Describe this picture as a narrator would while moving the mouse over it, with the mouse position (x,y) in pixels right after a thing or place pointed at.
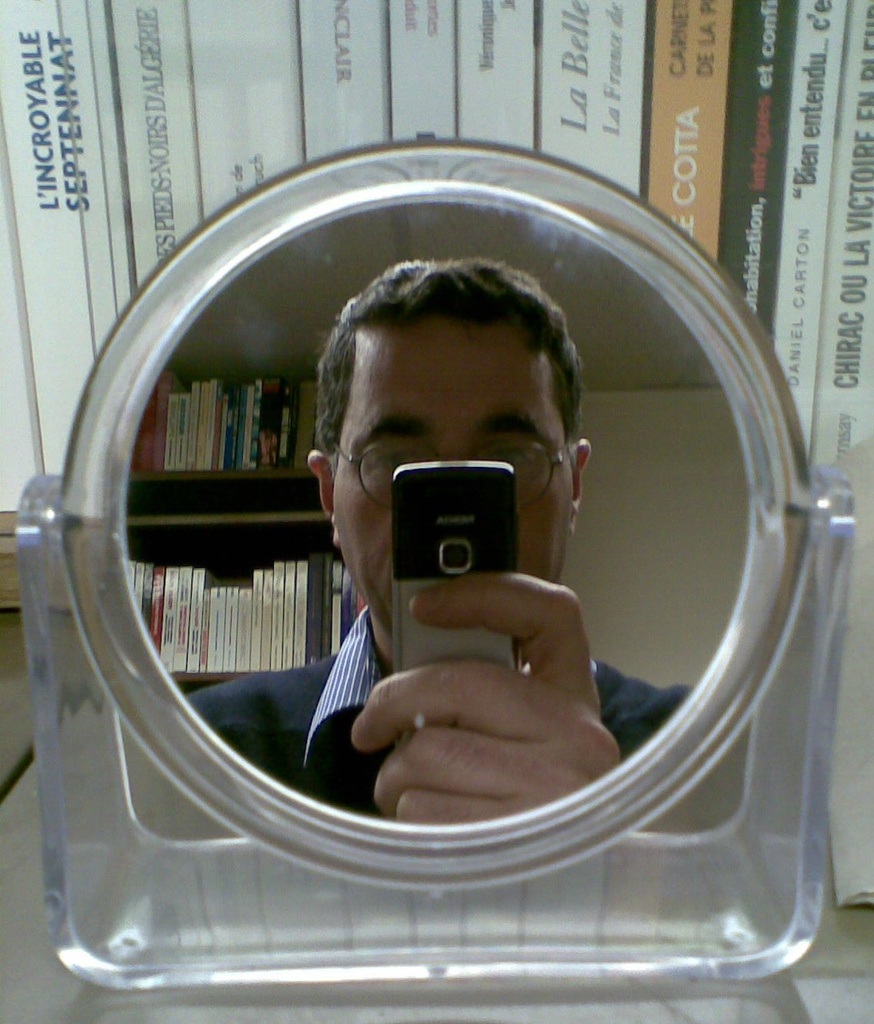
As we can see in the image there is a mirror (539,813) and books (534,11). In mirror (305,233) there is a reflection (349,732) of a man (375,575) holding a mobile phone (436,646), wall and a rack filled with books (236,597).
